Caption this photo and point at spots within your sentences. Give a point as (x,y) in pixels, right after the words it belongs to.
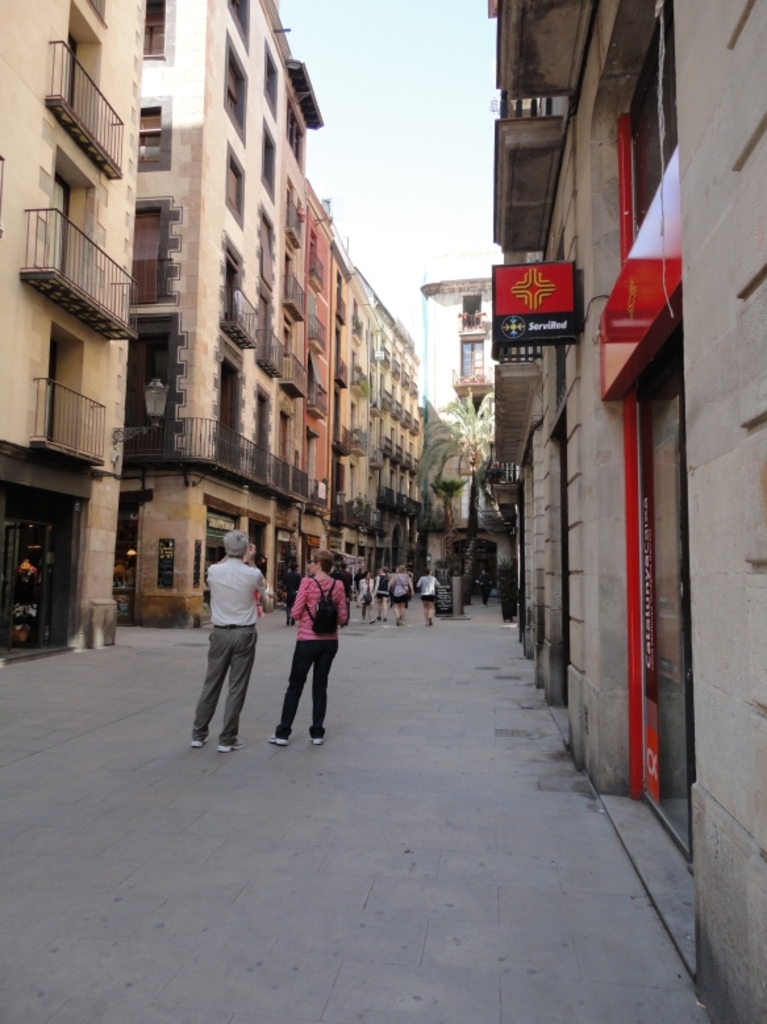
In this picture we can see buildings (540,433), on the right side (562,293) there is a board (559,290), we can see two persons (325,633) are standing in the front (299,645), there are some people (426,594) walking in the middle (395,580), we can see railings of these buildings (323,326), on the left side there is a light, in the background (467,414) we can see a tree (458,407), there is the sky (363,16) at the top of the picture (392,212).
